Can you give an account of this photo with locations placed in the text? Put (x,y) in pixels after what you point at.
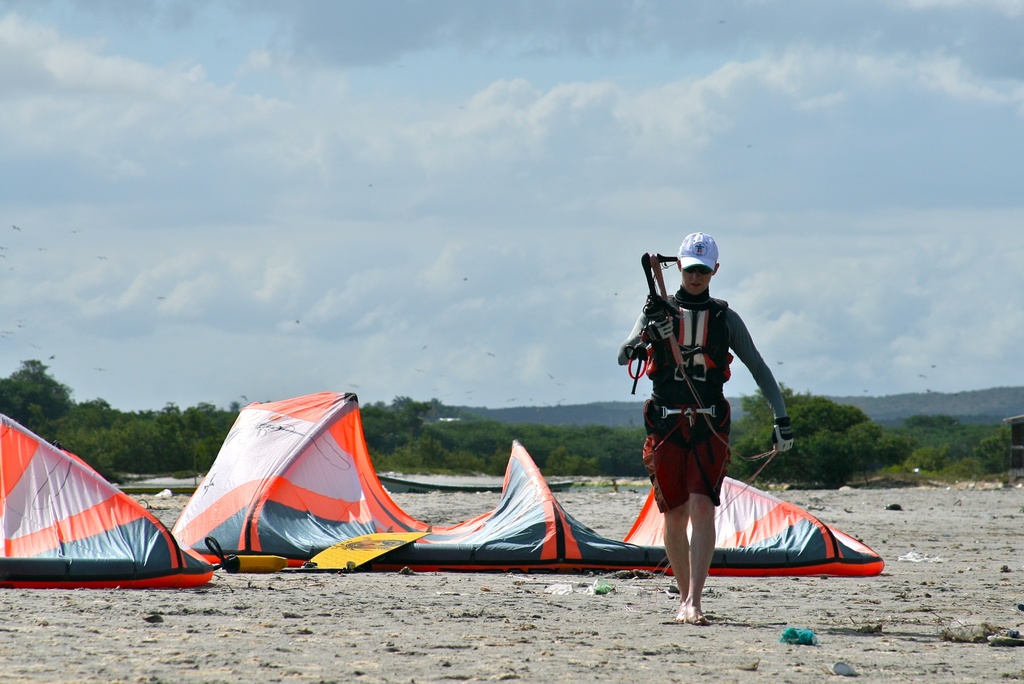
There is one person (663,385) standing on the right side (701,408) is wearing a jacket (711,340) and a white color cap (699,256). There are some kites (440,535) on the left side of this image (254,516). There are some trees (485,424) in the background (573,438). There is a cloudy sky (497,255) at the top of this image (458,183).
